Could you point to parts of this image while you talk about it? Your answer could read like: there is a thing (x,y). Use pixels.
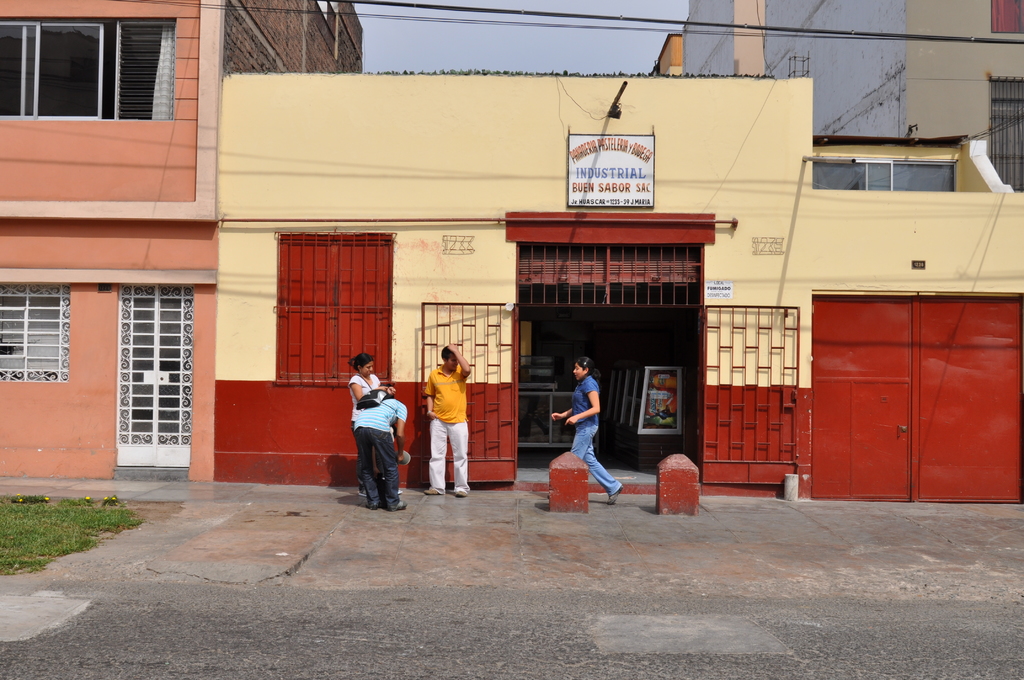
In this image we can see four persons (460,472), grass (111,502), gate (476,399), boards (680,388), buildings (572,230), and windows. There is a road (277,602). In the background (621,34) there is sky (602,23).
